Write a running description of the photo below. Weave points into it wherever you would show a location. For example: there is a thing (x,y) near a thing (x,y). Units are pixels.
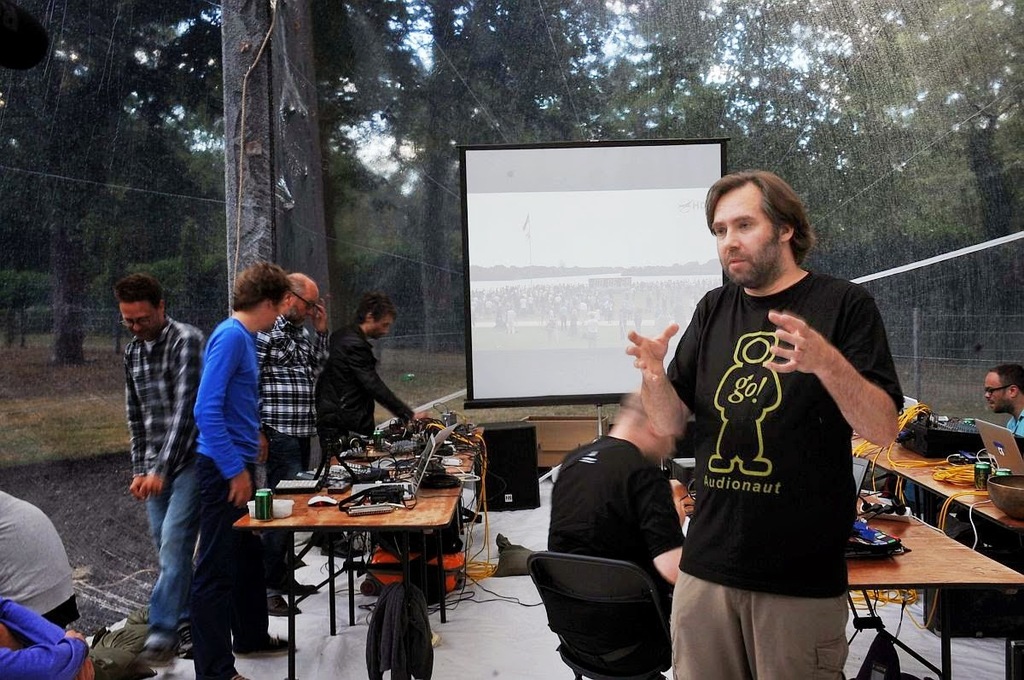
In the image there is a man (746,423) stood at right side (776,393) talking, on left side (243,384) there are few men (263,457) stood in front of table (280,525) on which there are electrical equipment (400,437), laptop (415,482) and in the background (537,340) there is screen (540,272) and outside the transparent cover (25,176) there are trees (197,94).
